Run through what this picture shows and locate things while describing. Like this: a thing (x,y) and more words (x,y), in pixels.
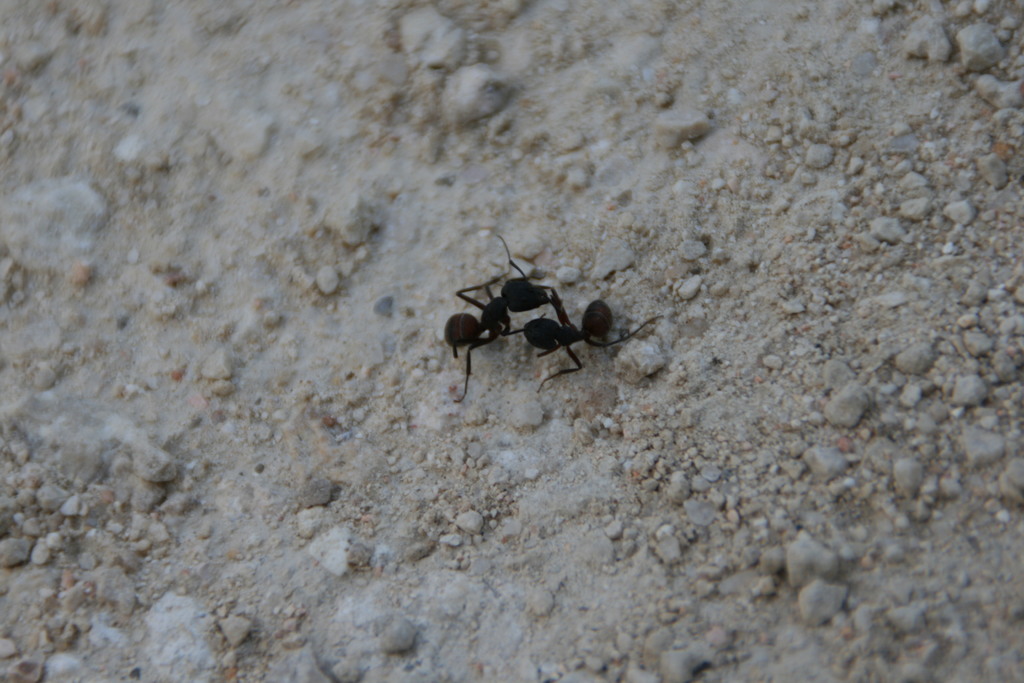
In the foreground of this image (583,316), there are two black ants (516,332) on the ground (507,486) and there are few small stones (785,479).
